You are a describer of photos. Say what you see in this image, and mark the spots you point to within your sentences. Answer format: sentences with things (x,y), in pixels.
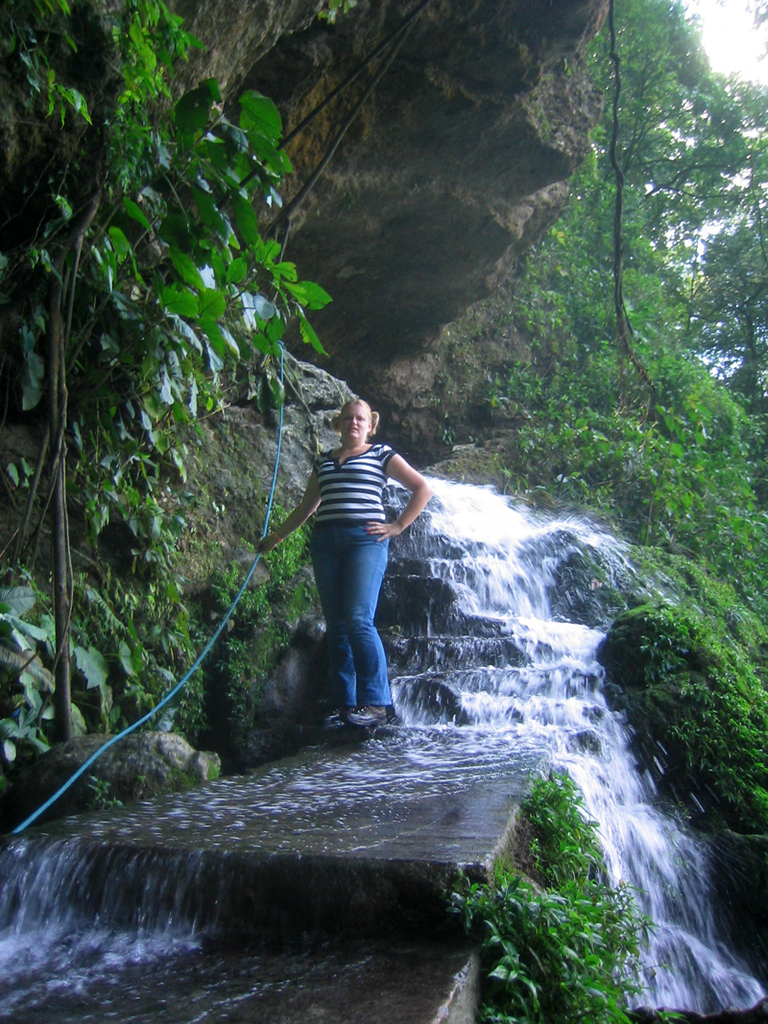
In this picture there is a woman (385,530) standing and there is a water fall (618,761) and there are trees (200,215) on the hill (568,148). At the top (725,41) there is a sunshine (718,29).
